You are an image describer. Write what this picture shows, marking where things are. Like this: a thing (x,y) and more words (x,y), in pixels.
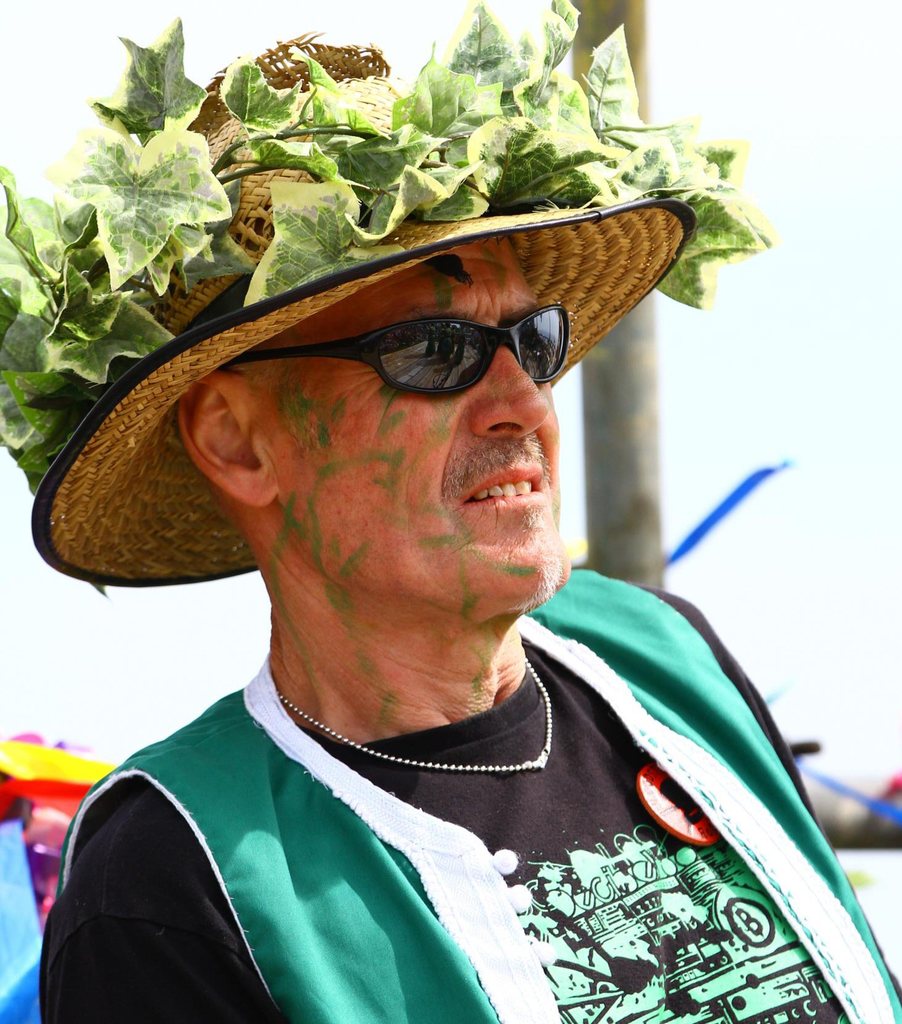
As we can see in the image there is a man (313,371) wearing spectacles (433,390) and a hat (304,251). On the top (798,125) there is sky (798,110).
